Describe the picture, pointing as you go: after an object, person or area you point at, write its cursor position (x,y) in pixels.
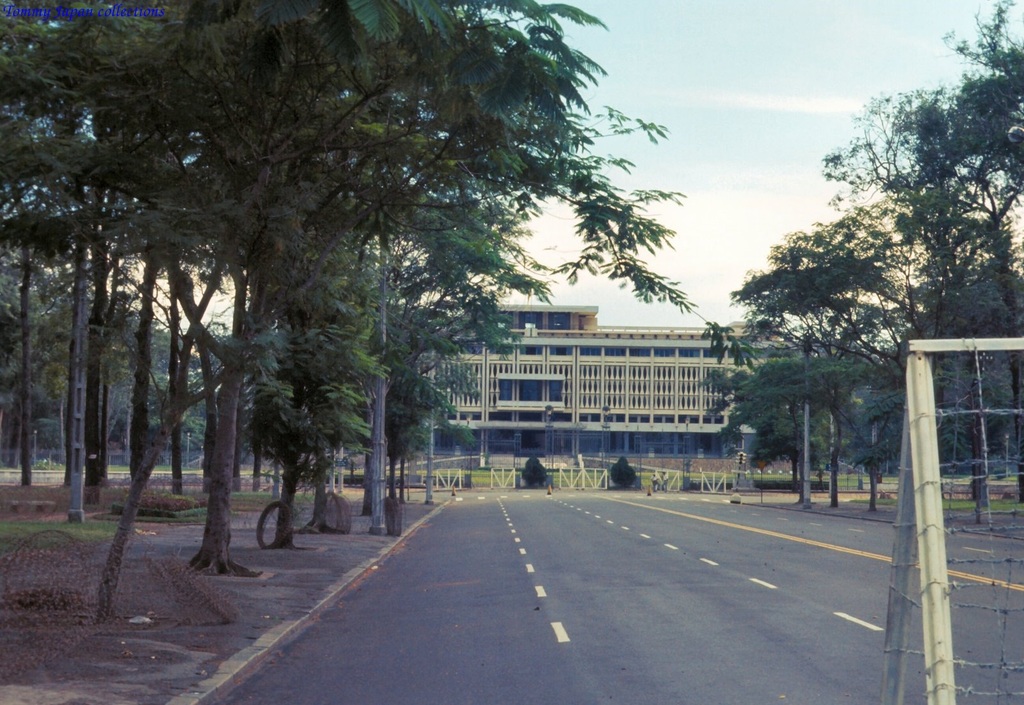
In this image we can see a building (577,353), here is the grass (749,476), here are the trees (970,362), here is the fencing (993,411), at above here is the sky (759,95).
